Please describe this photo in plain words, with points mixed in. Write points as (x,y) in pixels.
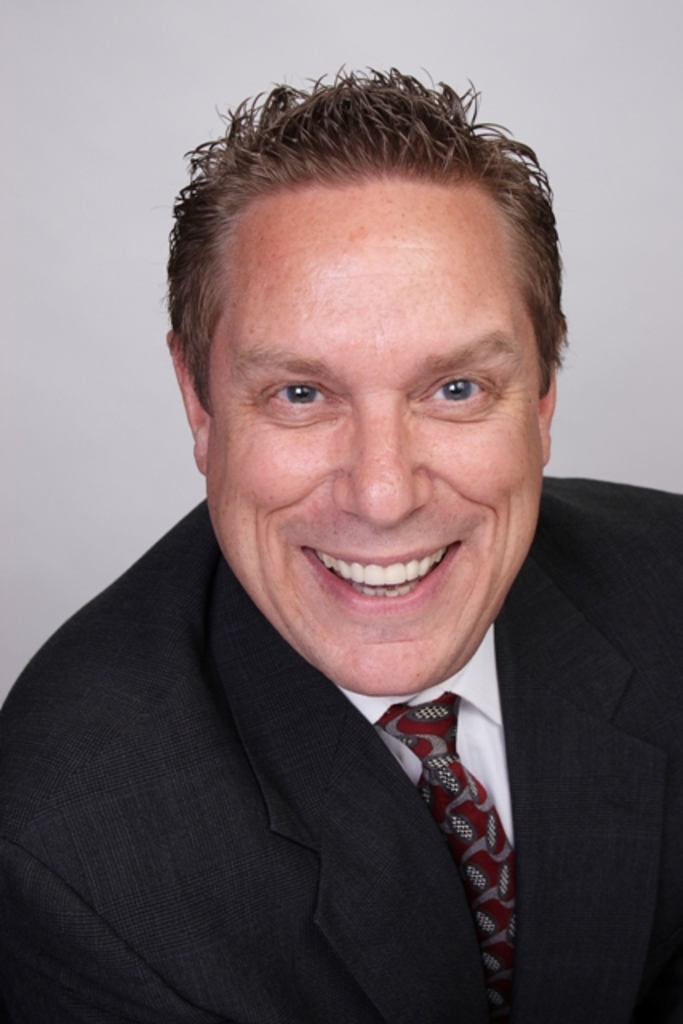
In this picture I can see a man (303,811) and I can see smile on his face (383,614) and I can see plain background (107,336).
